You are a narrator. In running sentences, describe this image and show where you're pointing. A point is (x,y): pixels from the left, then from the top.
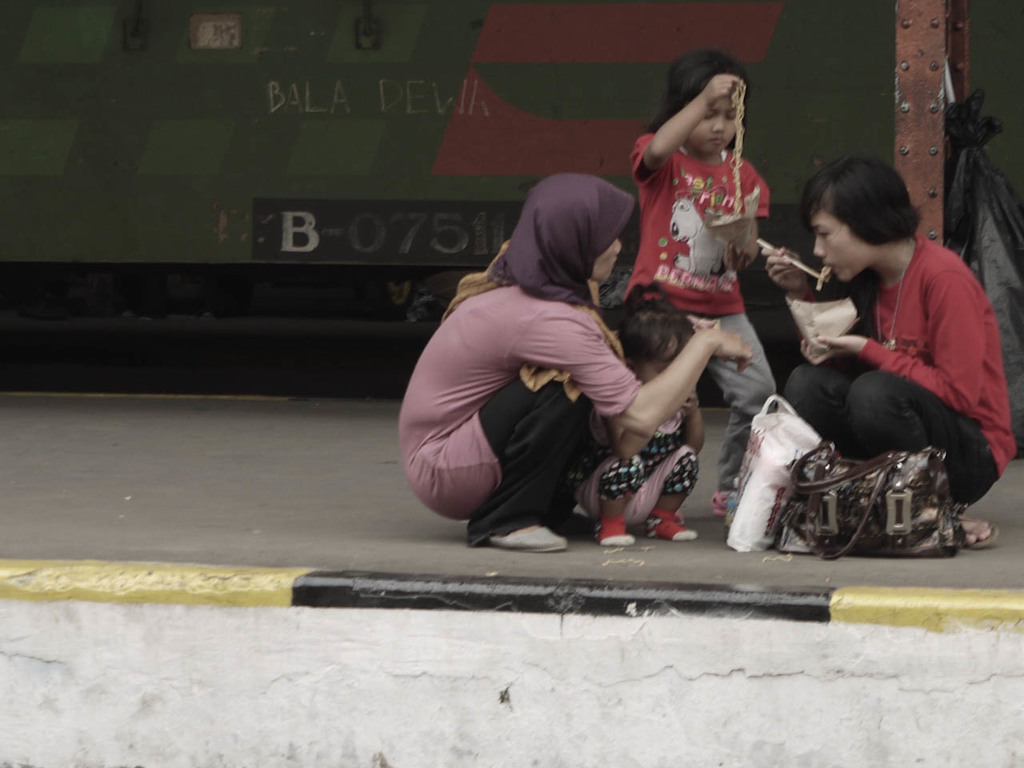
In this picture we can see four people (487,300) on the platform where two are holding packets (846,327) with their hands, plastic cover (799,448), metal rod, wall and in the background (291,217) we can see a train (140,224).
